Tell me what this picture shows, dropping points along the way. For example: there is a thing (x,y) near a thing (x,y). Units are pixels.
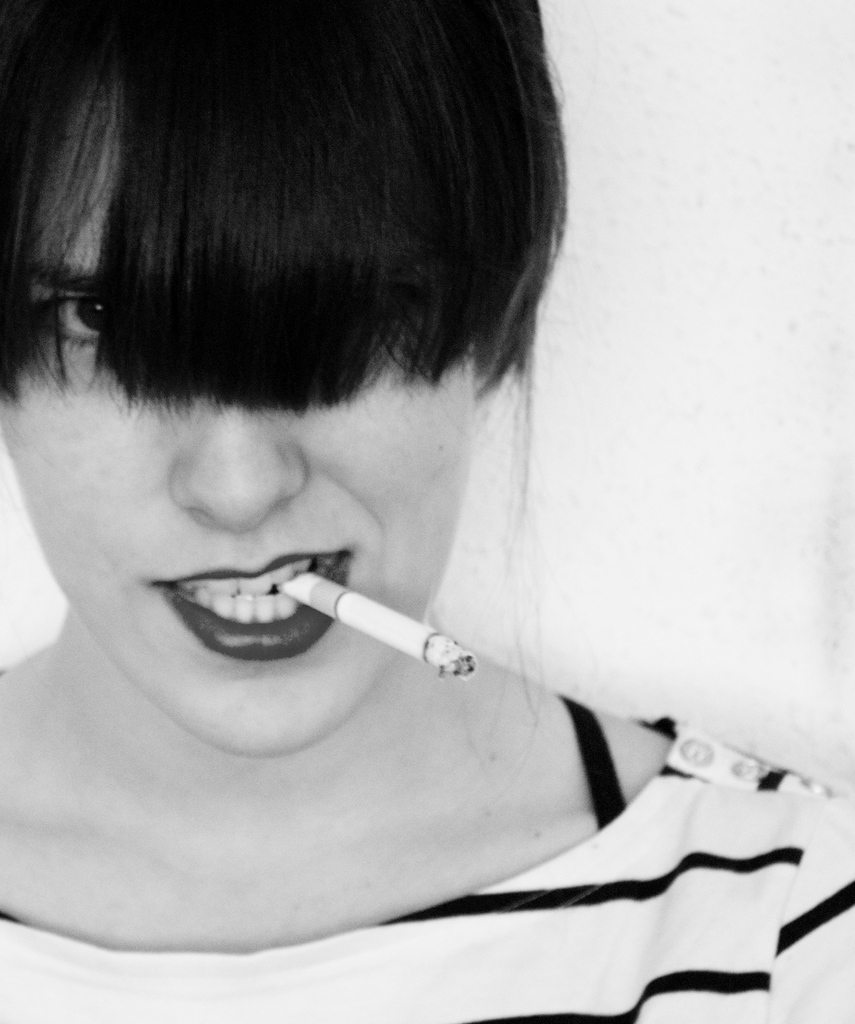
In this image we can see a lady (788,836) where her eyes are covered with her hair (265,276) and a lighted cigarette (413,647) is there in her mouth (301,647).
